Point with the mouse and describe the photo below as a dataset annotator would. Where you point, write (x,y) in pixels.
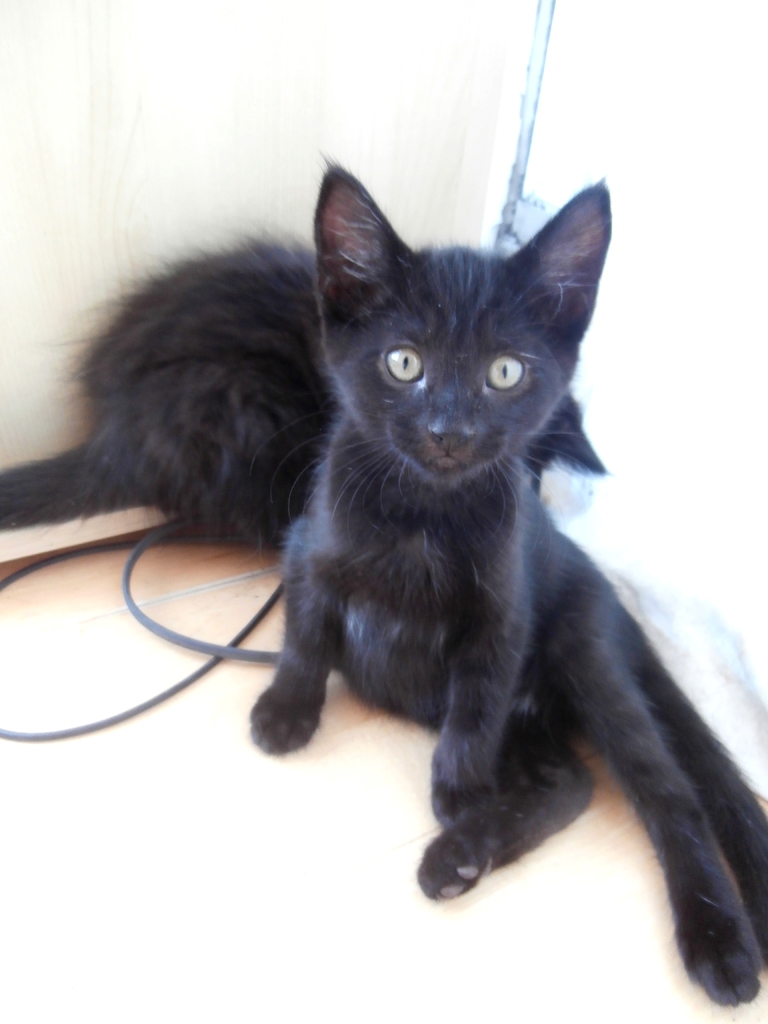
In this picture I can see 2 black color cats (298,519) in front (22,502) and I can see the black color wires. I see that it is white color in the background (506,94).
